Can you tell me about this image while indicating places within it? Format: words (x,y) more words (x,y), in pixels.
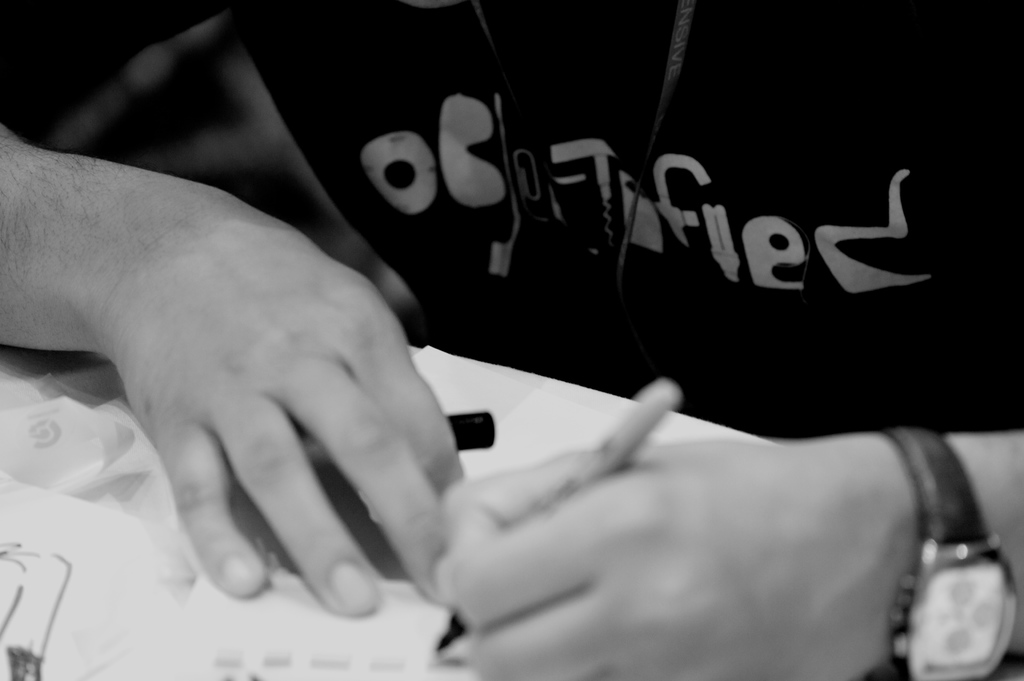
In this image I can see a person (326,497) writing something on a paper (197,612) and this is a black and white image.
